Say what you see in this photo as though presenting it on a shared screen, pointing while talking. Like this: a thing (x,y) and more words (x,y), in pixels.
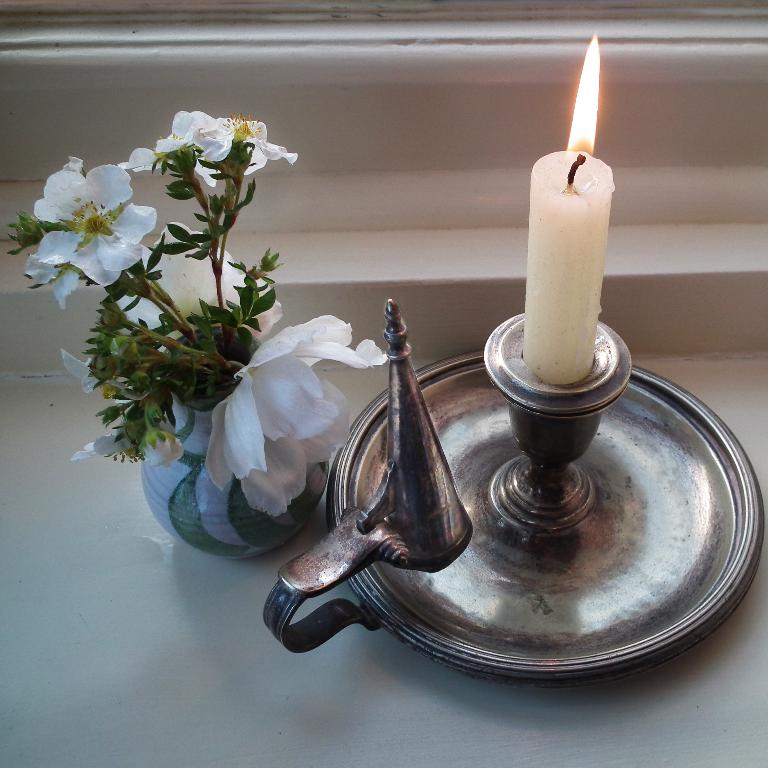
In this image I can see a candle stand (536,394) and on it I can see a white colour candle (547,319). Here I can see few white colour flowers (151,303) in a pot (159,473).
